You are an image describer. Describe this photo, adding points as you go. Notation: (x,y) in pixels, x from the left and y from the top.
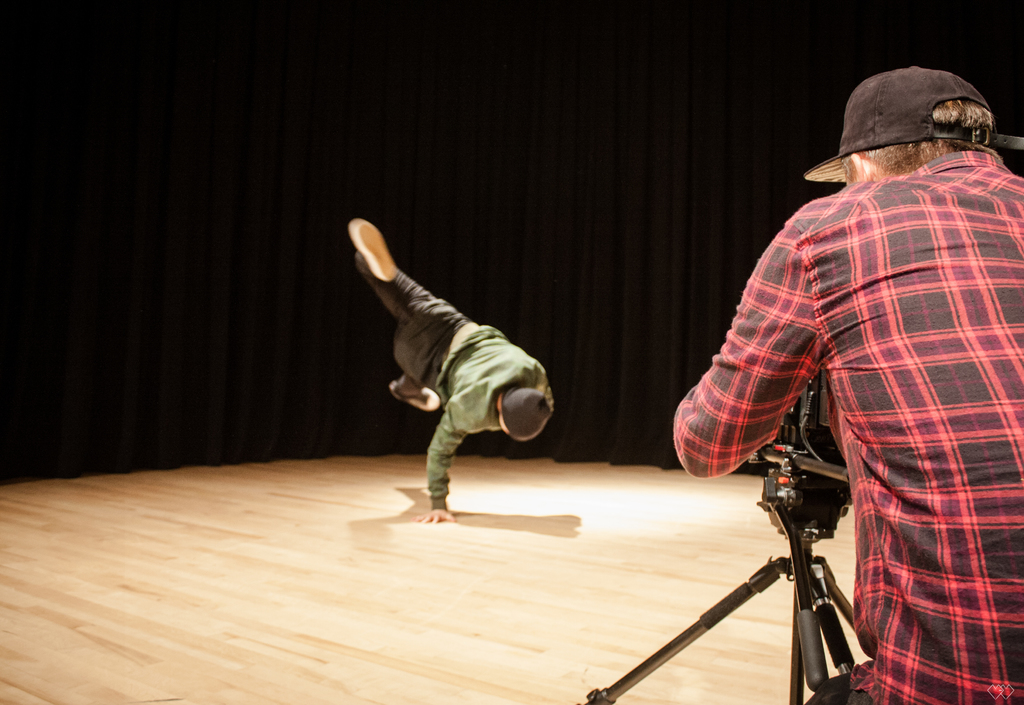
In this picture we can see two people (521,385) where a man (879,424) standing on the floor (590,498), tripod stand (785,468) and in the background (254,253) it is dark.
